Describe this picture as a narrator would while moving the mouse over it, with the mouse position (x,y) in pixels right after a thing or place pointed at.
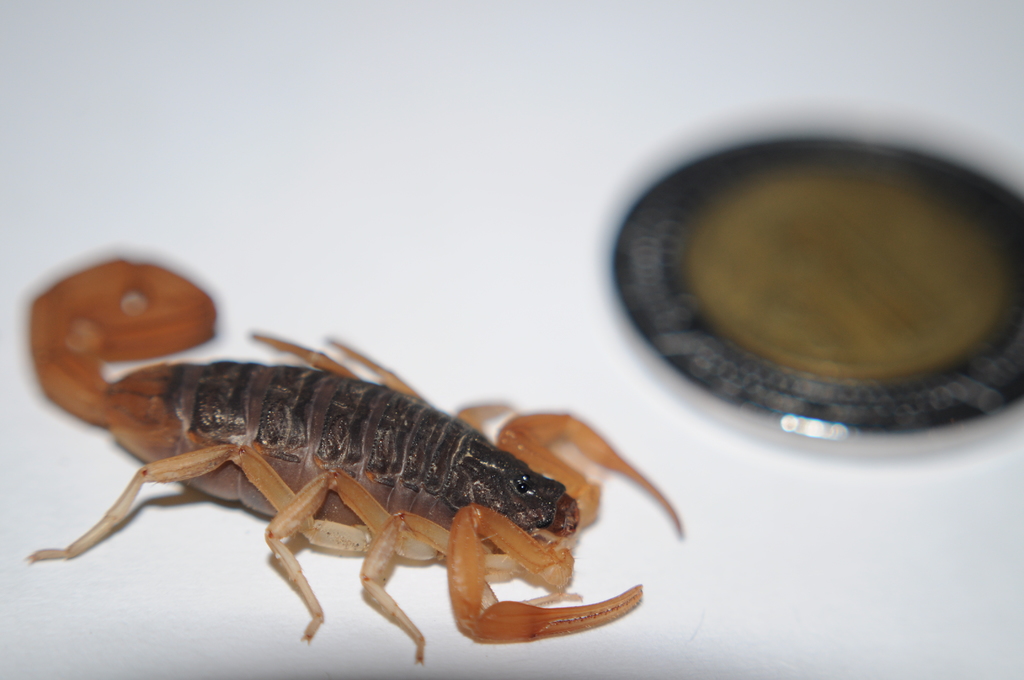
In this picture we can see a scorpion (308,453) and a coin (717,332) on a white object (684,669).
